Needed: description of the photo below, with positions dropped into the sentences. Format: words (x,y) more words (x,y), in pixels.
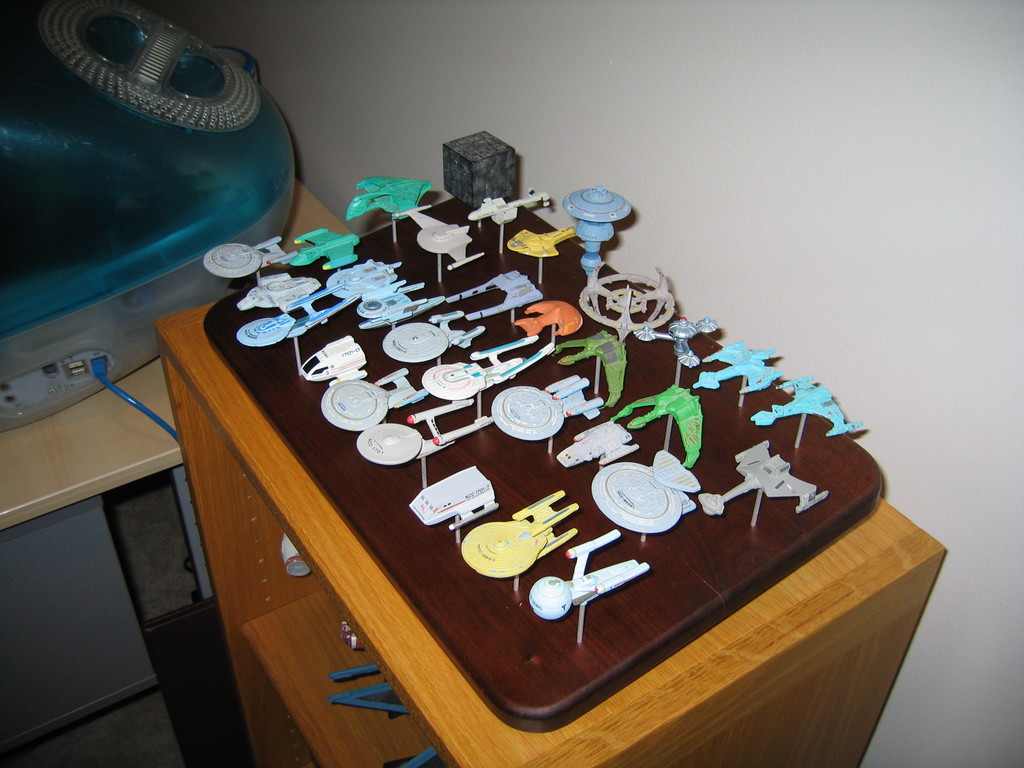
In this image at front (386,573) there is a wooden table (837,552) and on top of it there are some toys (567,361). Beside the wooden table (229,398) there is another table (120,485) and on top of it there is some object (171,230). On the backside (810,142) there is a wall (944,227).
